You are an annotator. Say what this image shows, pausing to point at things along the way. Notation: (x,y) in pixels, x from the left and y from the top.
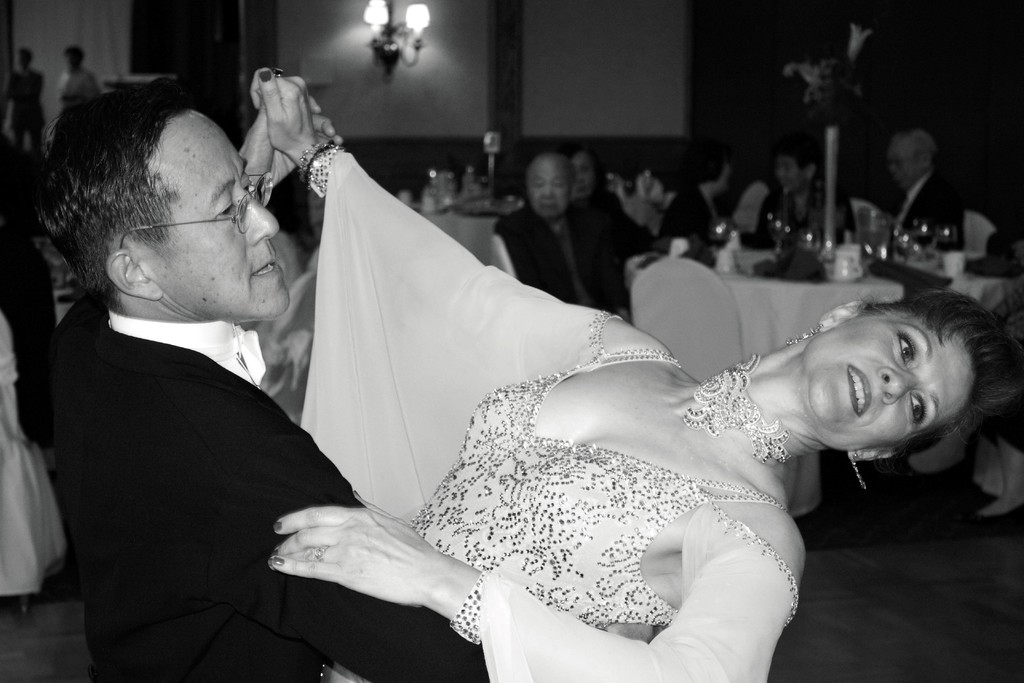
In this picture one old man (153,121) and one old women (448,535) are dancing and some people (541,286) are sitting back side.
